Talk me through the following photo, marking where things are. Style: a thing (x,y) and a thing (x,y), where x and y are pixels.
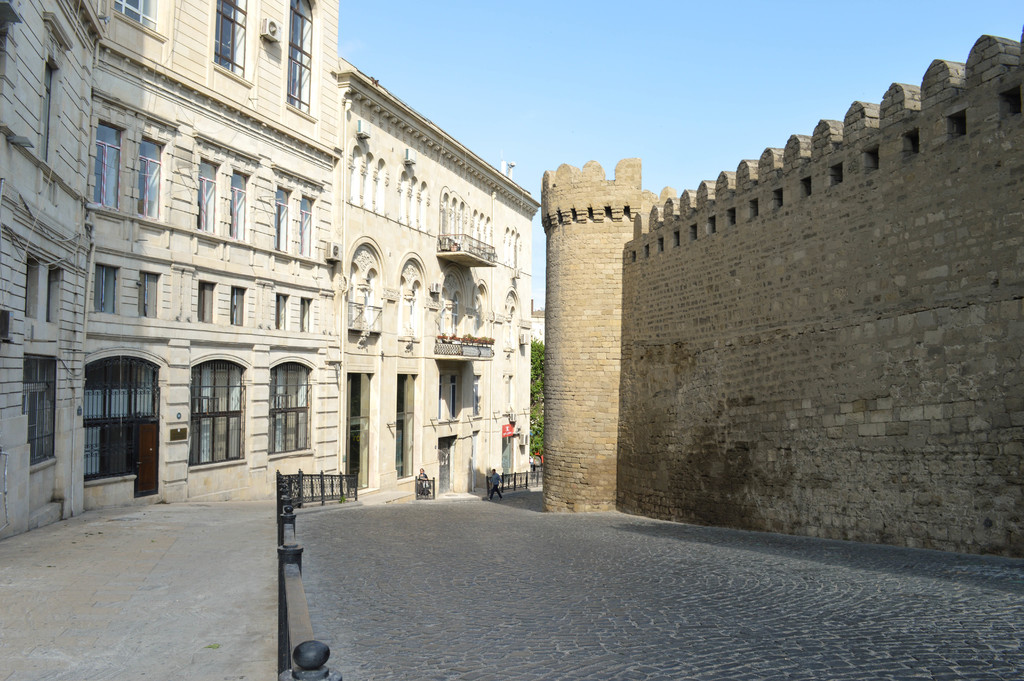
In this picture we can see the road (399,556), footpath (234,577), fences (285,549), buildings (345,336), windows (55,383), walls (554,398), trees (536,348) and two people (500,493) and some objects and in the background (582,76) we can see the sky (595,119).
